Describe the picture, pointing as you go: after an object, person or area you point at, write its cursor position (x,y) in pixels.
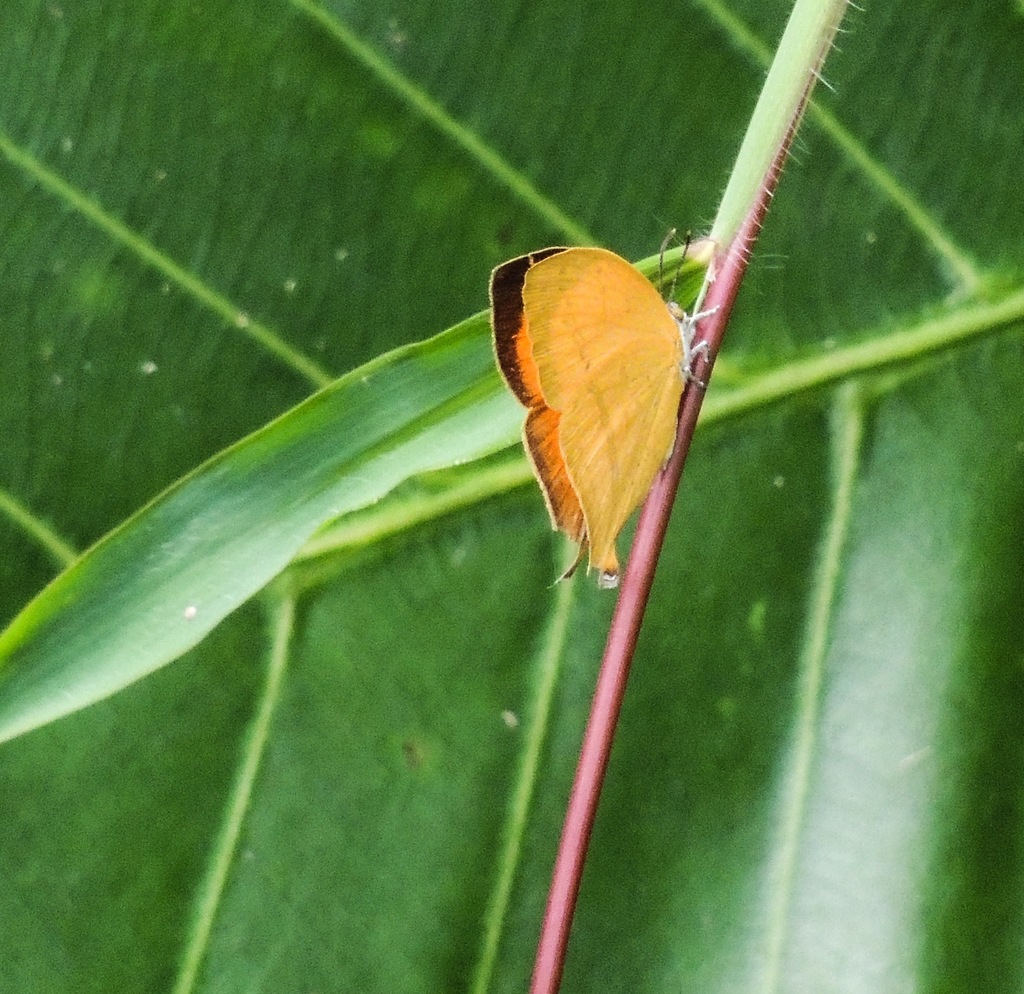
In this image I can see green colour leaves (445,268) and in the front of the image (676,337) I can see a butterfly (699,319). I can see color of the butterfly (598,530) is yellow and black.
